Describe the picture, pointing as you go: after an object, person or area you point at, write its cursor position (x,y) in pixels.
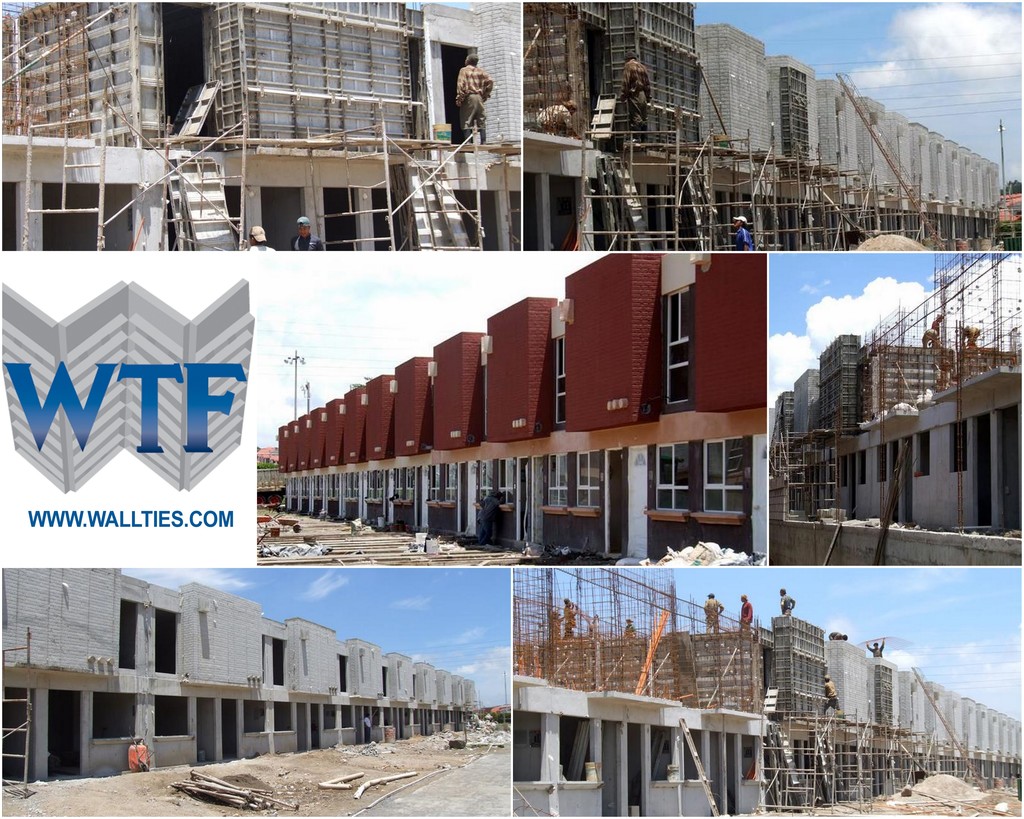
In this picture I can see collage of different pictures, I can see pictures of under construction buildings (892,462) and I can see few workers (712,605) in the images and I can see text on the left side of the picture (135,394) and I can see a blue cloudy sky (701,595) in some of the pictures.
